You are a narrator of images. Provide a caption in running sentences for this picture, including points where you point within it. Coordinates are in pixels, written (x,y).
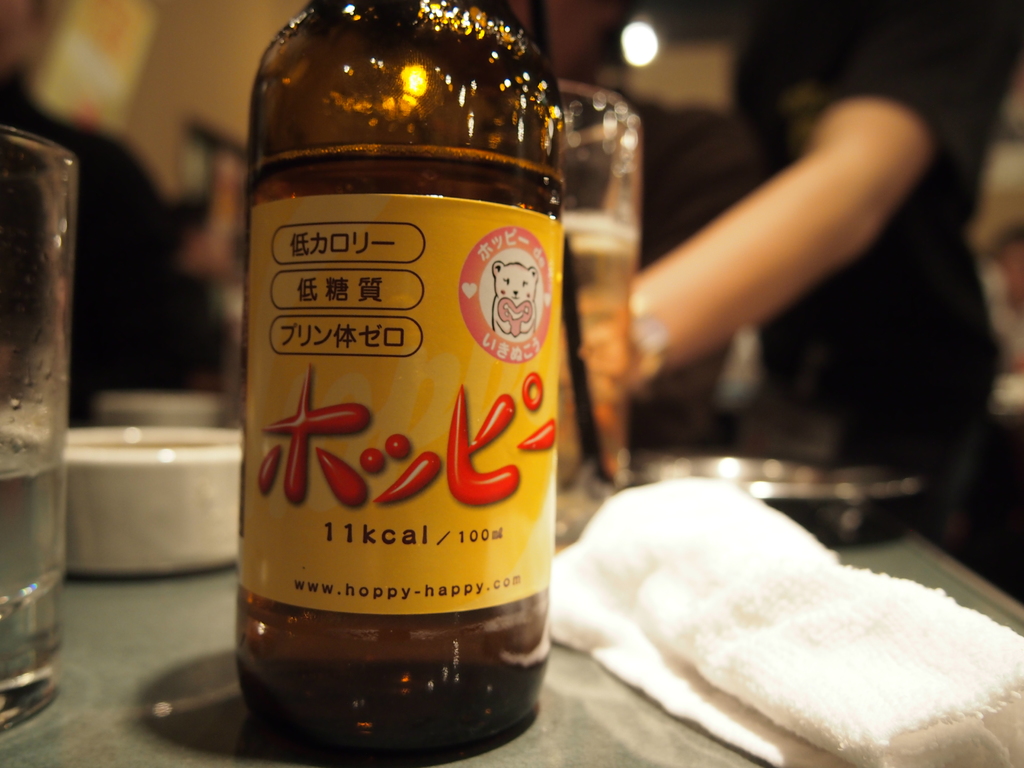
In this image we can see few people (808,207). There is a bottle (424,477) and few other objects (572,349) in the image. There is a cloth (746,675) at the bottom right side of the image (818,671). There is a blur background (614,13) in the image.
